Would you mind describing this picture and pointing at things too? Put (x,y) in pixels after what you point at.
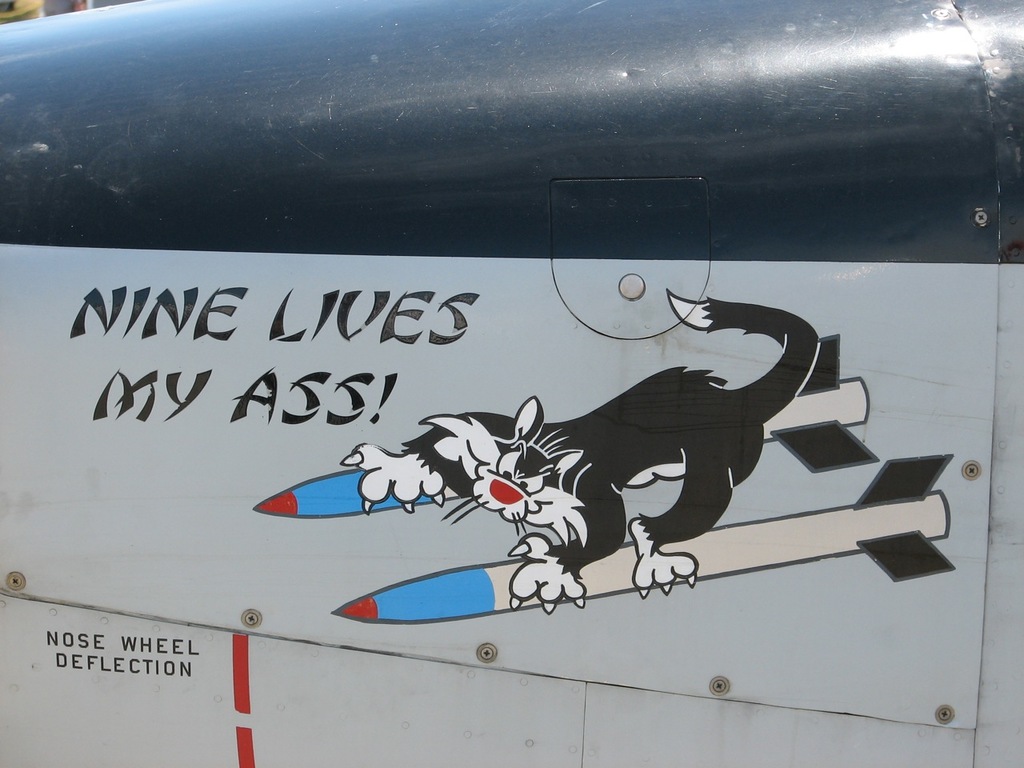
In this picture we can see text (344,385) and art (533,537) on the metal (415,357).
